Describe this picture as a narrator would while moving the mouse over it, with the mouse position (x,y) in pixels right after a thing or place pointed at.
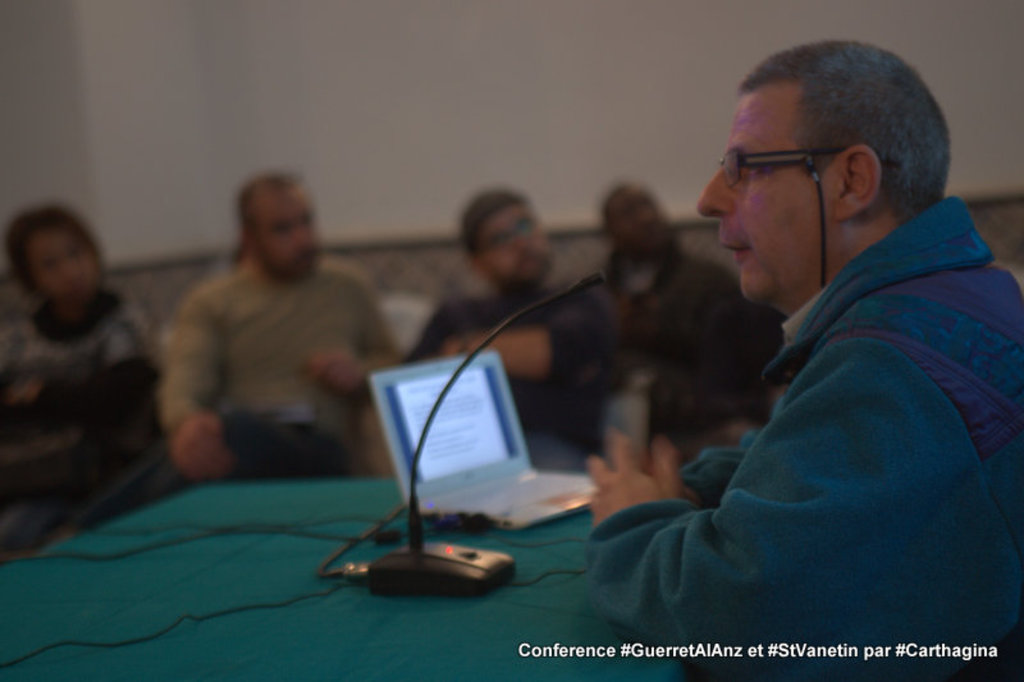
In this image we can see people (882,378) sitting. At the bottom (499,539) there is a table (513,542) and we can see a laptop (443,450) and a mic (436,545) placed on the table (325,628). In the background (400,275) there is a wall (397,116).
